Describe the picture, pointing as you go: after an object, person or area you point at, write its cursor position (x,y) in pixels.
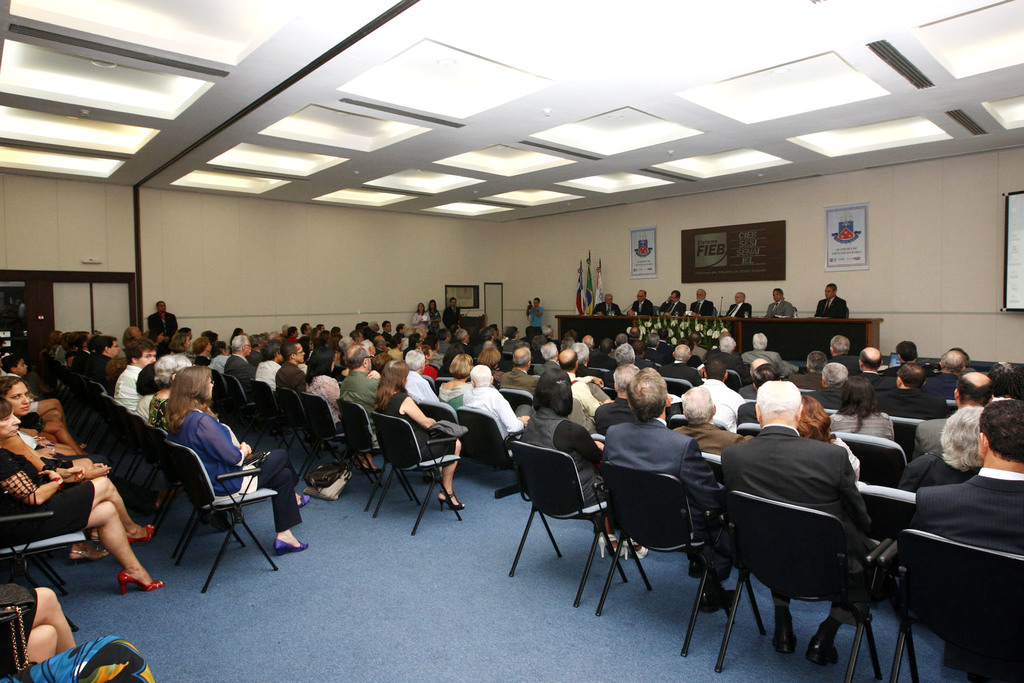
This image is taken in the auditorium (329,352). In this image we can see many people (252,369) sitting on the chairs (447,419) which are on the floor (427,583). We can also see the some people (645,306) sitting in front of the table (843,323) on the stage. We can also see the mics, flags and some frames (650,253) attached to the plain wall (898,220). At the top (396,55) there is ceiling (671,97) with the lights (126,88). We can also see the doors (488,304).
